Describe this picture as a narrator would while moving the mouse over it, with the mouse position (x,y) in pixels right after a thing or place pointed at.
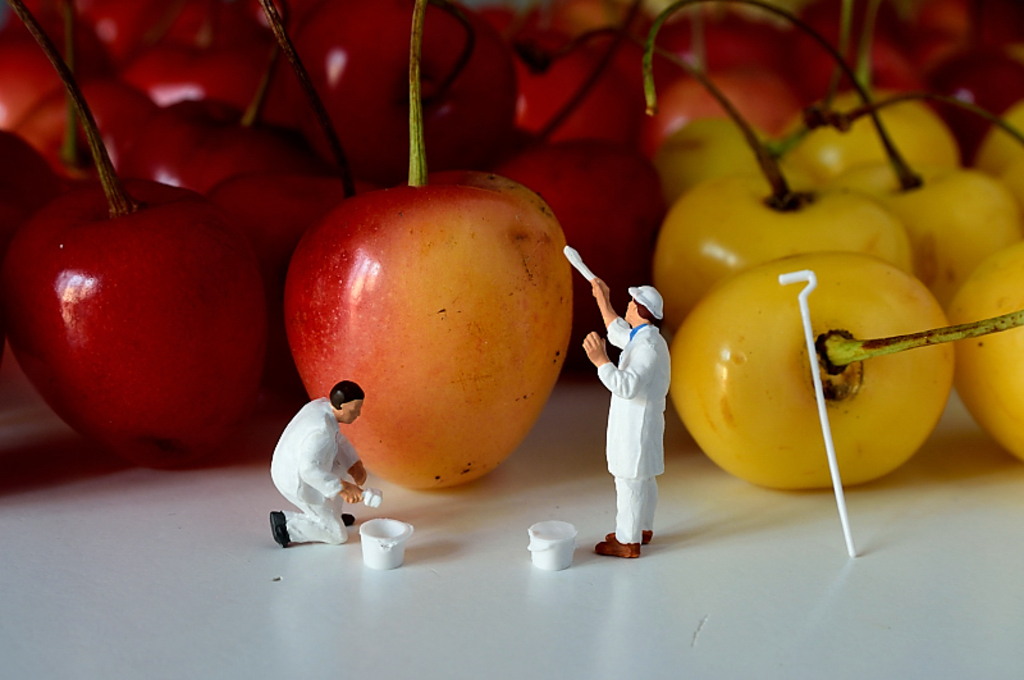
In this image we can see red and yellow color cherries (774,315) kept on the white color surface (212,578). Here we can see toys (291,447).
